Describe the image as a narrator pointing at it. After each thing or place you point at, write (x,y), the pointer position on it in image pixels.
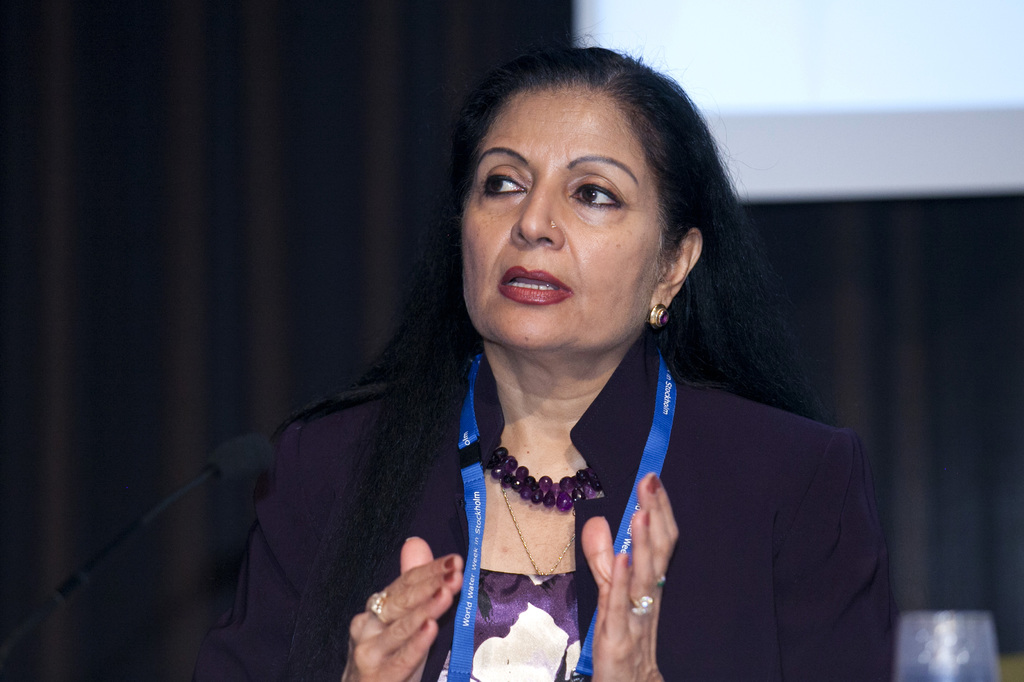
In this picture I can see a woman (320,468) with a tag (473,459), there is a mike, and in the background (840,185) it is looking like a projector screen (843,85).
